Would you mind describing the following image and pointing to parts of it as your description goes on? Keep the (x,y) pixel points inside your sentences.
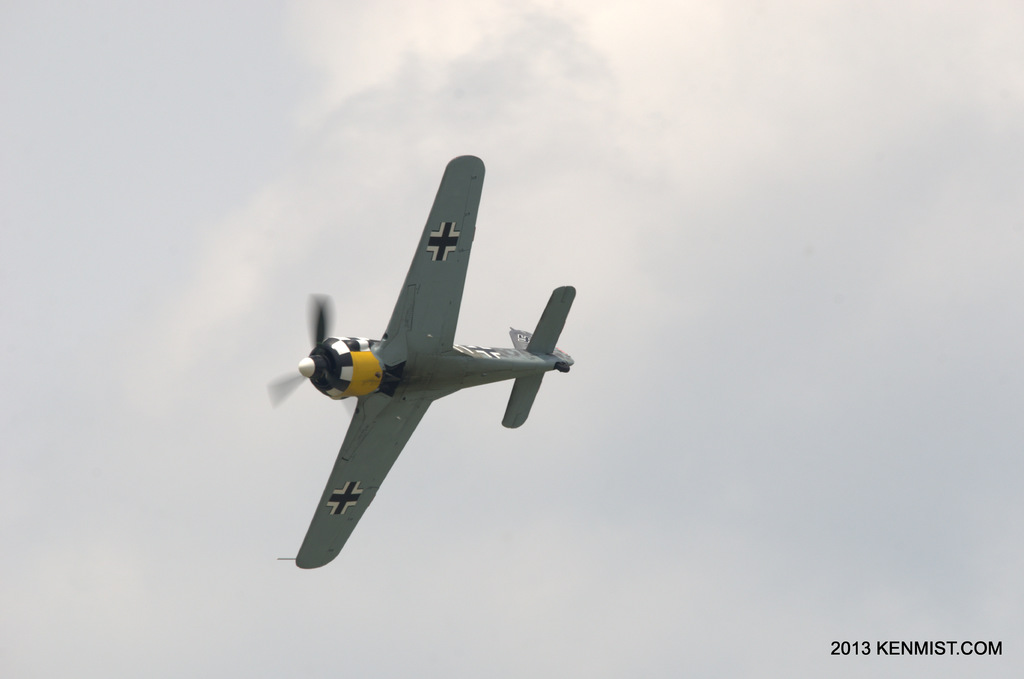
Here an aeroplane (452,178) is flying in an air (443,430), it is in grey color. This is a cloudy sky (439,510).
